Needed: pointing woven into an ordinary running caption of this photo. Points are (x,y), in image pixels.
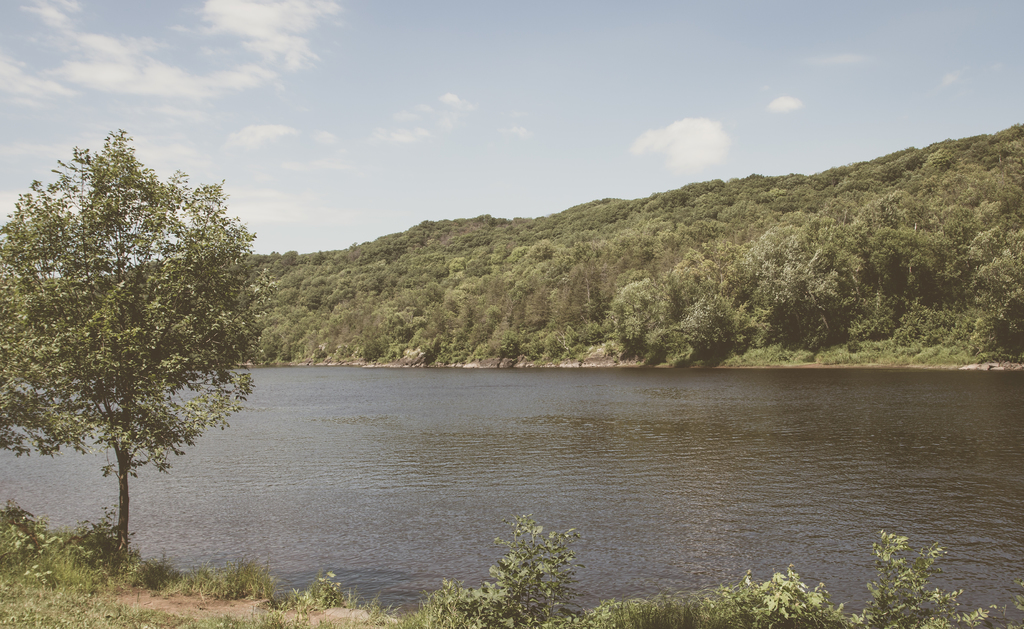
In this image, we can see trees (459,277) and hills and at the bottom (342,505), there is water (455,421). At the top (224,71), there are clouds (110,42) in the sky (391,76).
